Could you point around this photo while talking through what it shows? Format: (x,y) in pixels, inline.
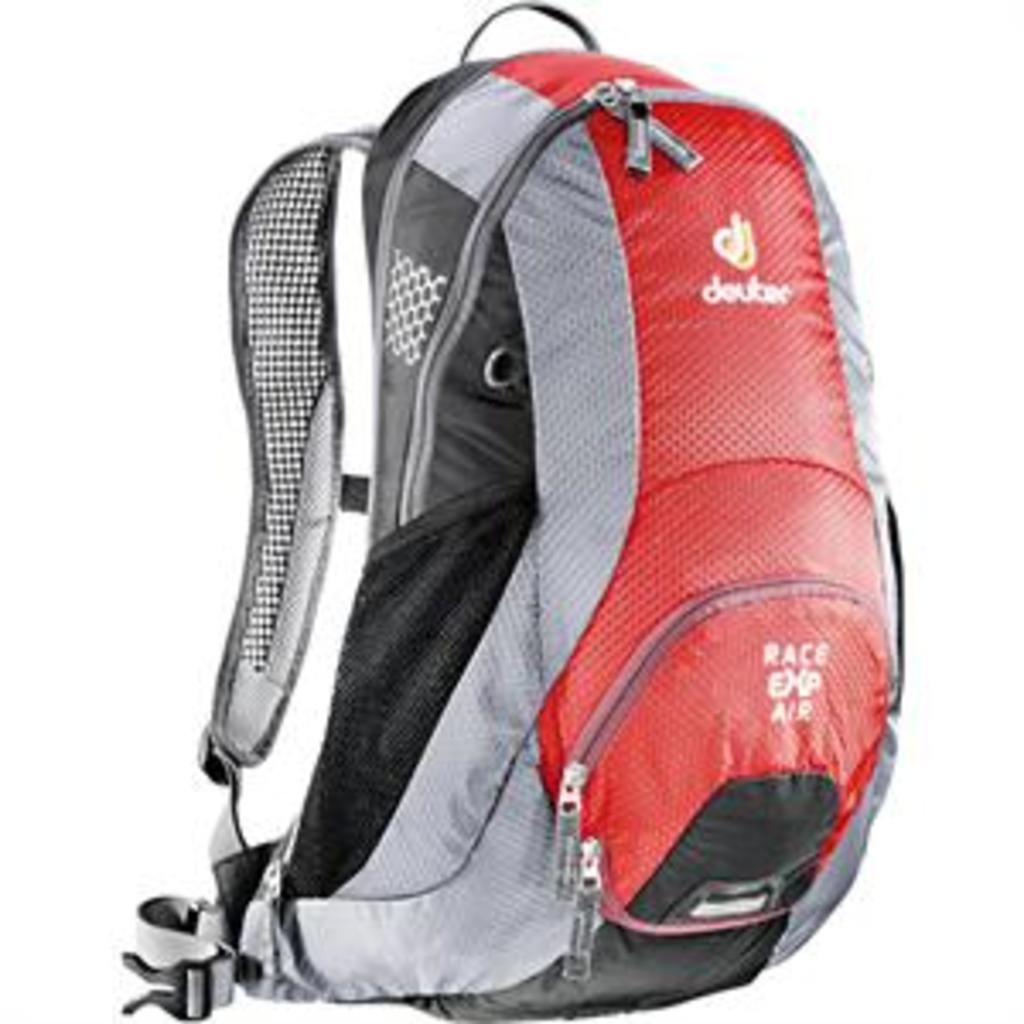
In this image, we can see a backpack (578,748), zip (606,705), clip (189,974) and logo (710,280), some text (780,651).
